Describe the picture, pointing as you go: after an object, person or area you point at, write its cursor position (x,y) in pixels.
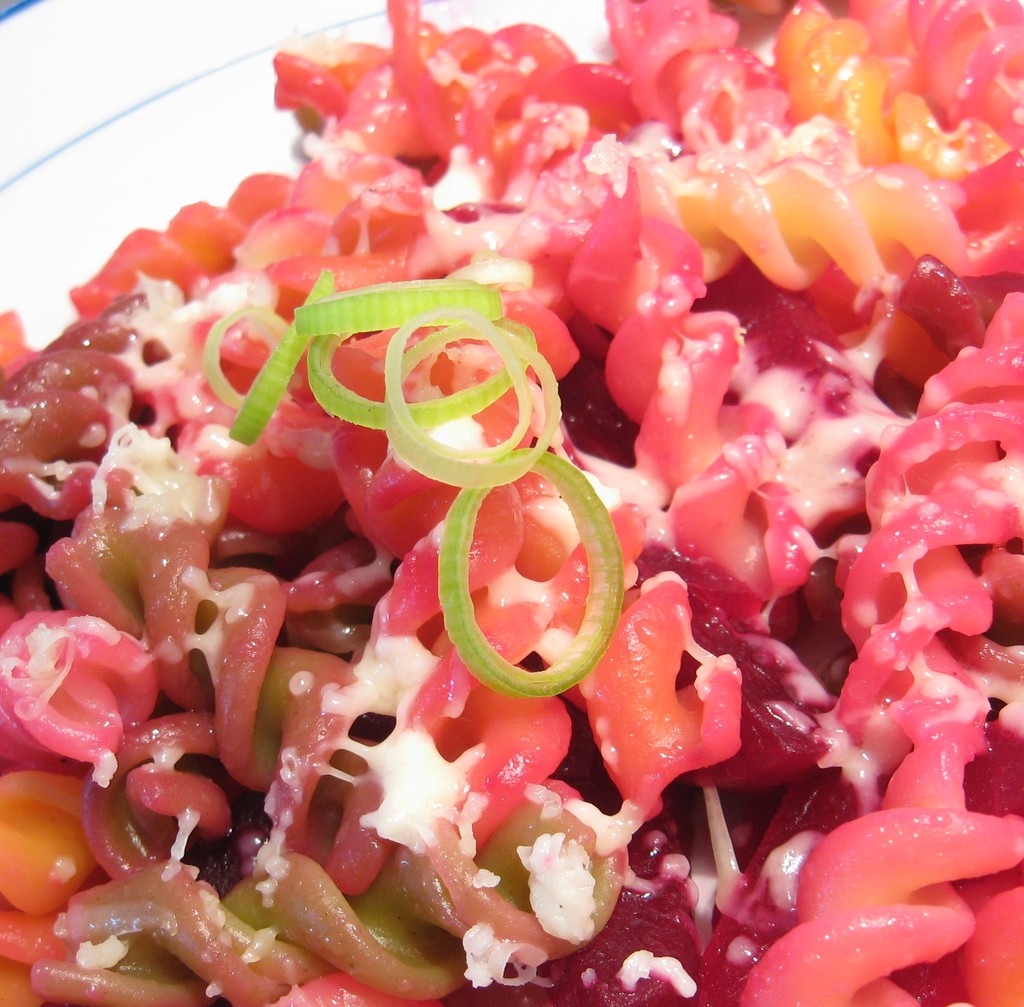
Above the white plate (206,105) there is a food (737,707).
